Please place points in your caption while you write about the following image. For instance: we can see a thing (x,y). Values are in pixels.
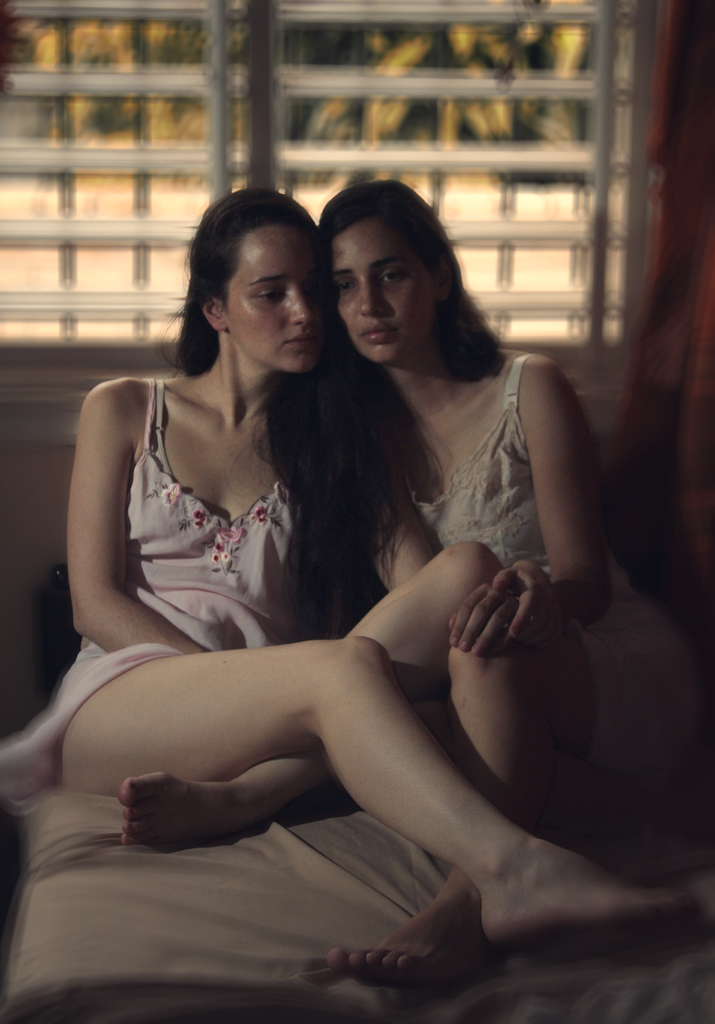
In this image we can see two persons (300,624) wearing similar dress (280,642) sitting on the bed (272,882) leaning to the wall (6,632) and at the background of the image (244,128) there is window (320,142) through which we can see some trees (391,121).
